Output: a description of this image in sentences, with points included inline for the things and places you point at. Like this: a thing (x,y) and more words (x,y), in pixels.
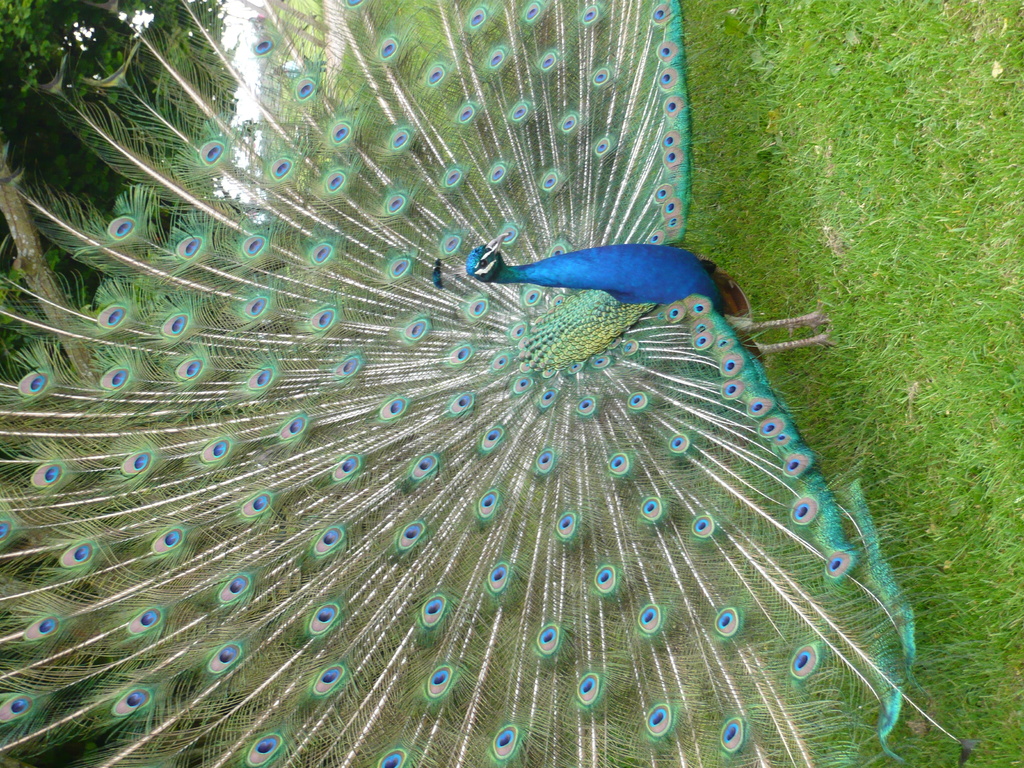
Here we can see a peacock (528,297) standing on the grass (844,282). In the background (65,189) there are trees (80,176) and sky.
